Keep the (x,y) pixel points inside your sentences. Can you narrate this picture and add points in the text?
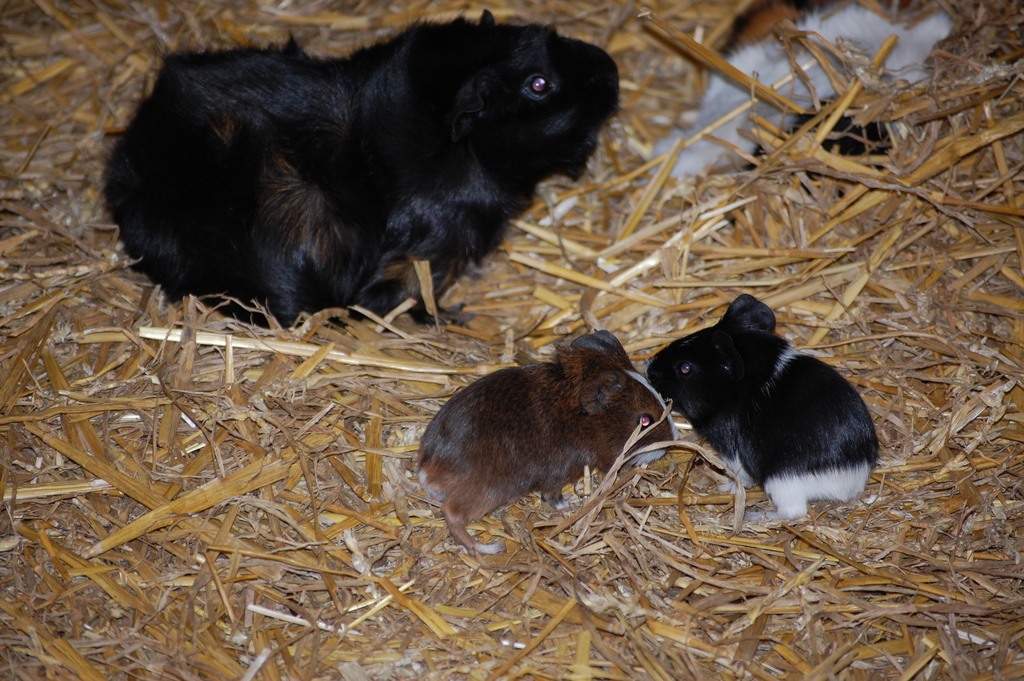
In this image there are guinea pigs (464,103) on the ground (325,473). There are dried grass (563,302) on the ground (819,167).
